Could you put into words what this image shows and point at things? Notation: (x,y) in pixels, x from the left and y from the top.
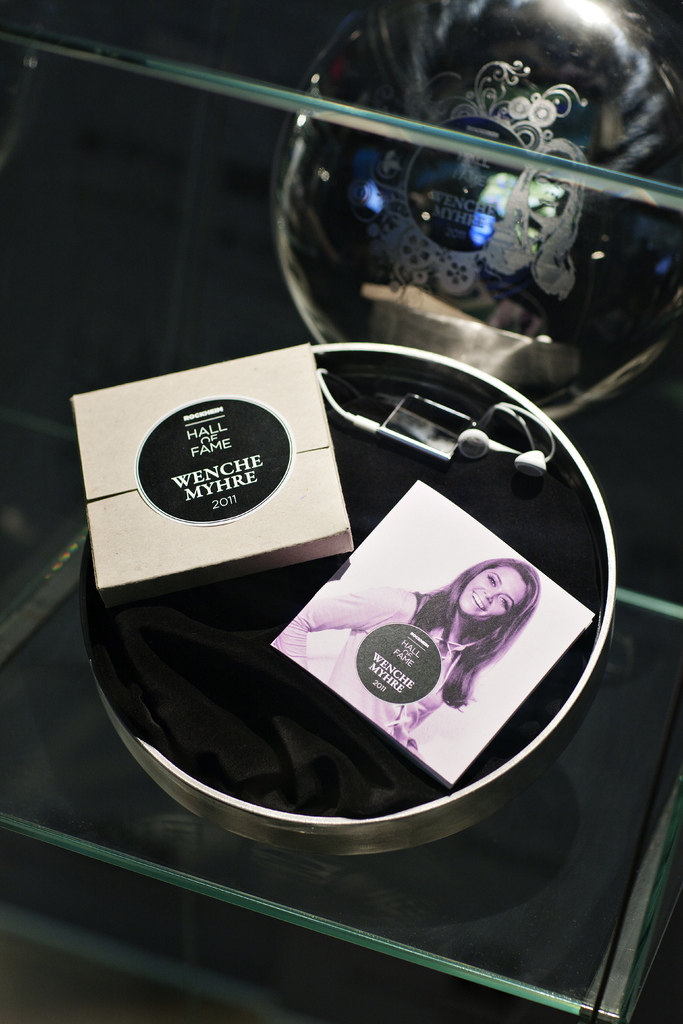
In this image I can see the steel bowl (391,822) on the glass (417,921). In the bowl (399,825) I can see the black color cloth (164,711), two boxes (249,532) and the earphones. To the side I can see a metal lid (533,220).
